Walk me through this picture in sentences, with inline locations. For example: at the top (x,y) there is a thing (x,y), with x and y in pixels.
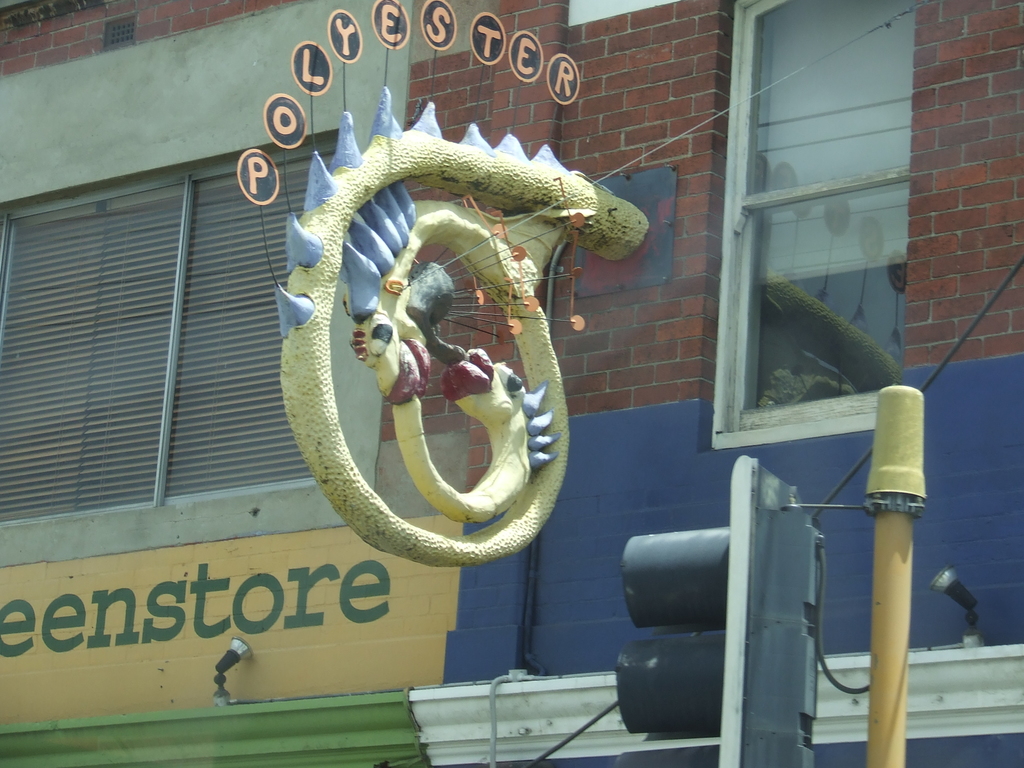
In this image, we can see a name board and dragon shaped statue (376,336). Background (633,72) we can see brick walls (652,115), windows (843,212), window shades (151,389). At the bottom (298,601), we can see some text (277,588) on the wall (317,601), traffic signal (692,649), pole (871,665), wires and few objects (233,646).
